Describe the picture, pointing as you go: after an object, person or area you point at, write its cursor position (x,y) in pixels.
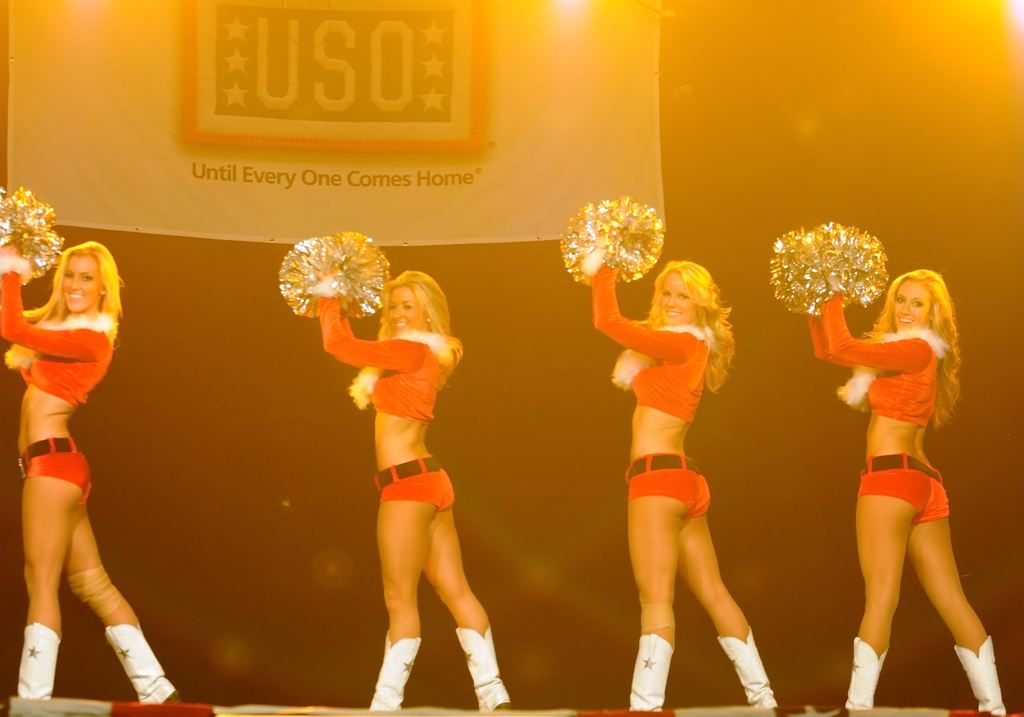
In this image, we can see some women (390,443), it seems like they are dancing and we can see a poster (182,124) behind the women (44,508).
